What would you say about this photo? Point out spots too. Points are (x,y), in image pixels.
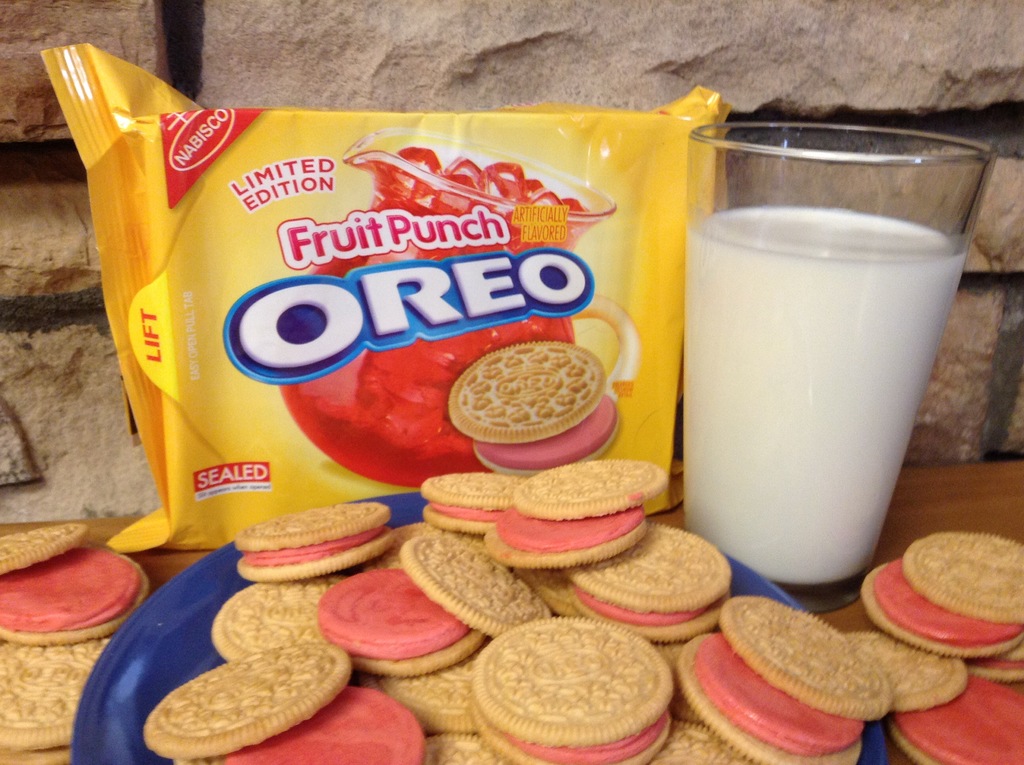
In this picture we can see the platform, on this platform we can see a plate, packet (196,471), biscuits (300,513) and a glass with milk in it and in the background (702,14) we can see a wall (605,87).
